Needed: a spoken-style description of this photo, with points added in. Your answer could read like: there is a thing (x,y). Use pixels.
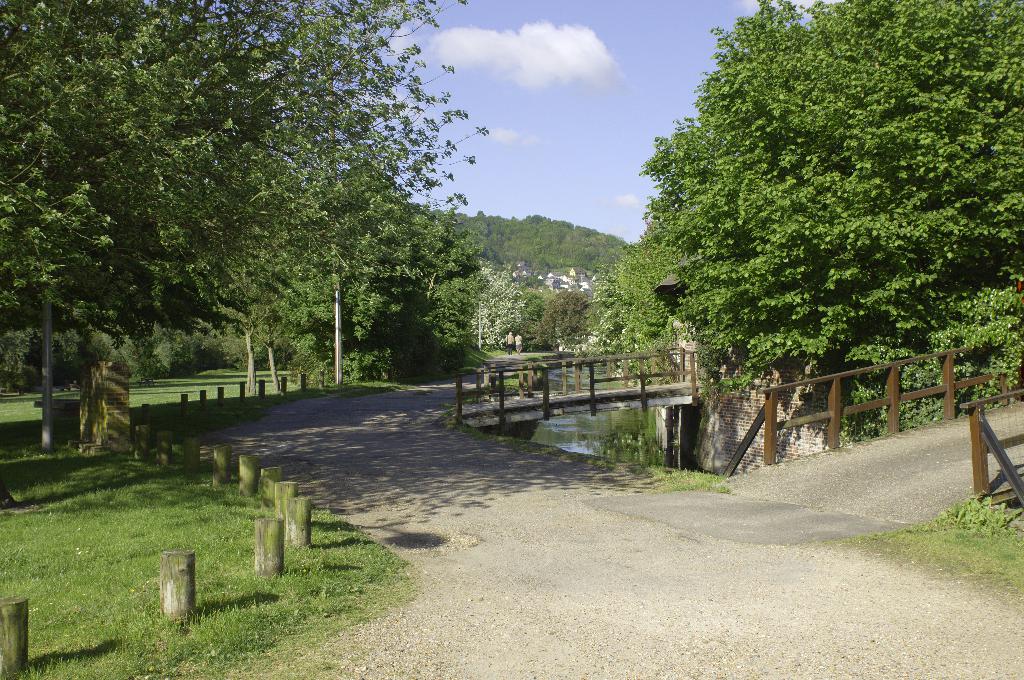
There is a road (399,461). On the left side (179,521) there is grass lawn (73,526). Also there are poles (186,592) and trees (131,203). On the right side (769,453) there are bridges (591,385) with railings (763,412). There is a river (625,429). Also there are trees (763,247). In the background (558,265) there are trees (531,265) and sky (517,129).
